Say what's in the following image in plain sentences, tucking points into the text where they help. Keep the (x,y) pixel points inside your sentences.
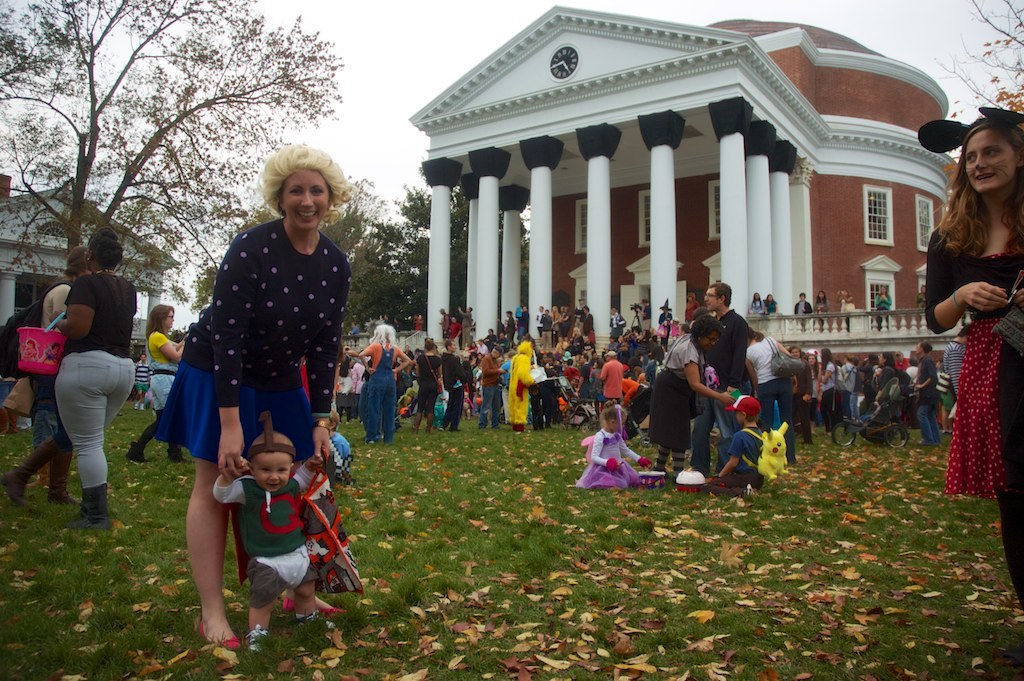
In this picture, we can see there are groups of people (235,403), a stroller (873,431) and dry leaves (94,572) on the grass (94,572). Behind the people (215,346), there are trees (376,254), buildings (701,209), pillars (463,184) and the sky (345,89).
